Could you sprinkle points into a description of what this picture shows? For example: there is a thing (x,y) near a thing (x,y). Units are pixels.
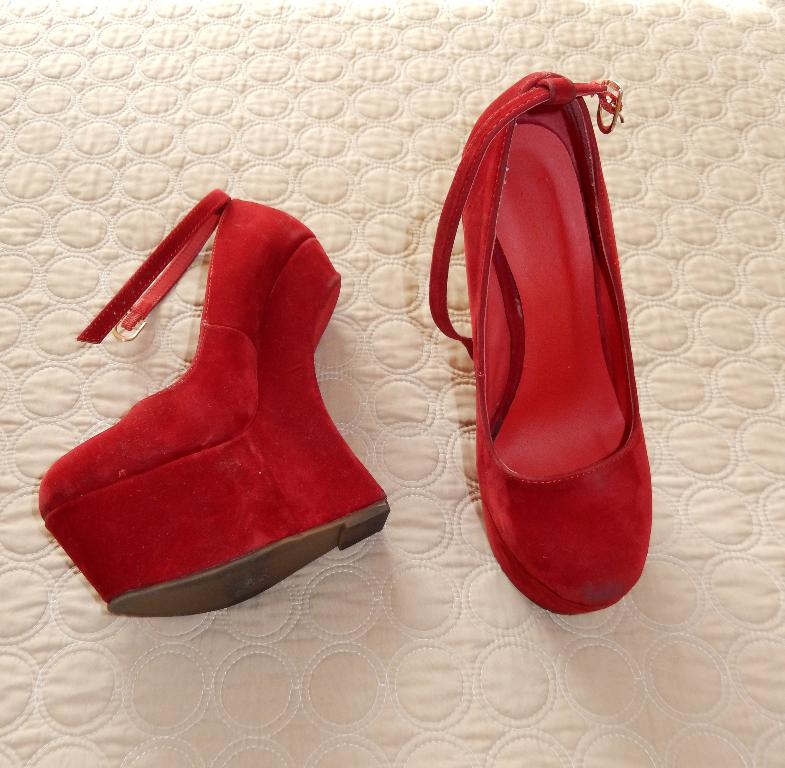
In the center of this picture (493,480) we can see the red color heels (498,499) placed on an object (212,90) seems to be the mat (606,652).
